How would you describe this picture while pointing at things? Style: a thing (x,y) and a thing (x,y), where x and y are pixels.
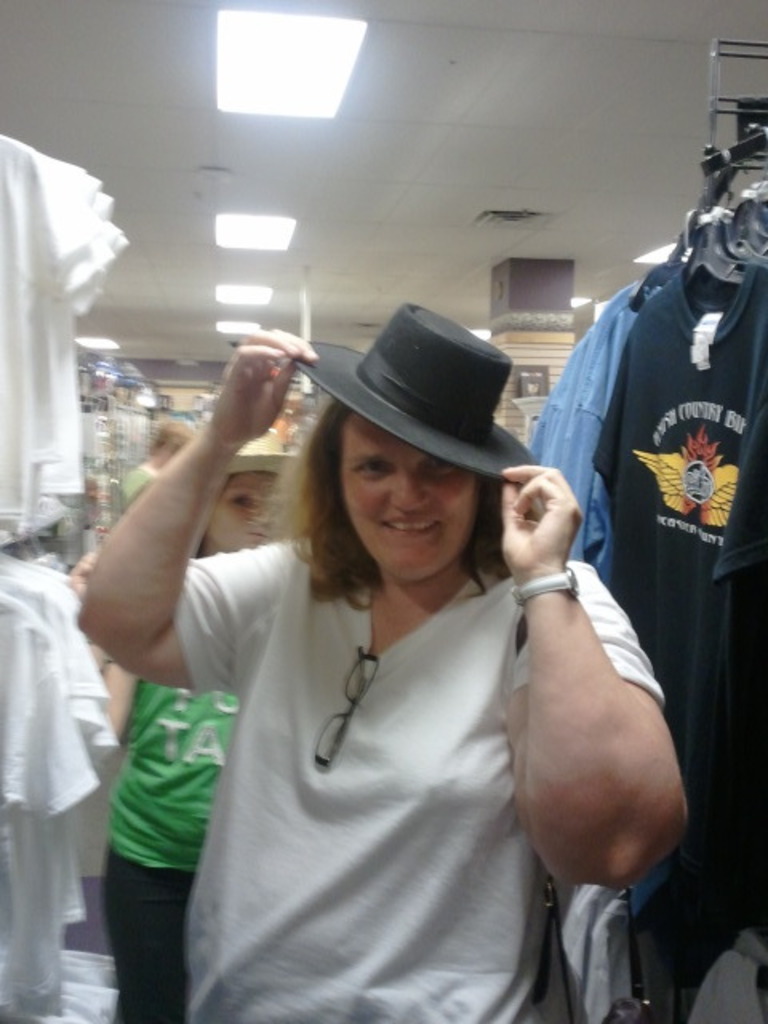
In the image we can see few persons (339,672) and in the foreground (350,617) a person (439,479) is wearing a hat (410,434). On the right side (598,531), we can see a group of clothes (706,425) hanged to an object (716,260). On the left side (58,642), we can see a group of shirts (49,631) hanged. Behind the person (383,449) we can see a pillar (533,431). At the top (304,43) we can see a roof (259,176) with lights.
